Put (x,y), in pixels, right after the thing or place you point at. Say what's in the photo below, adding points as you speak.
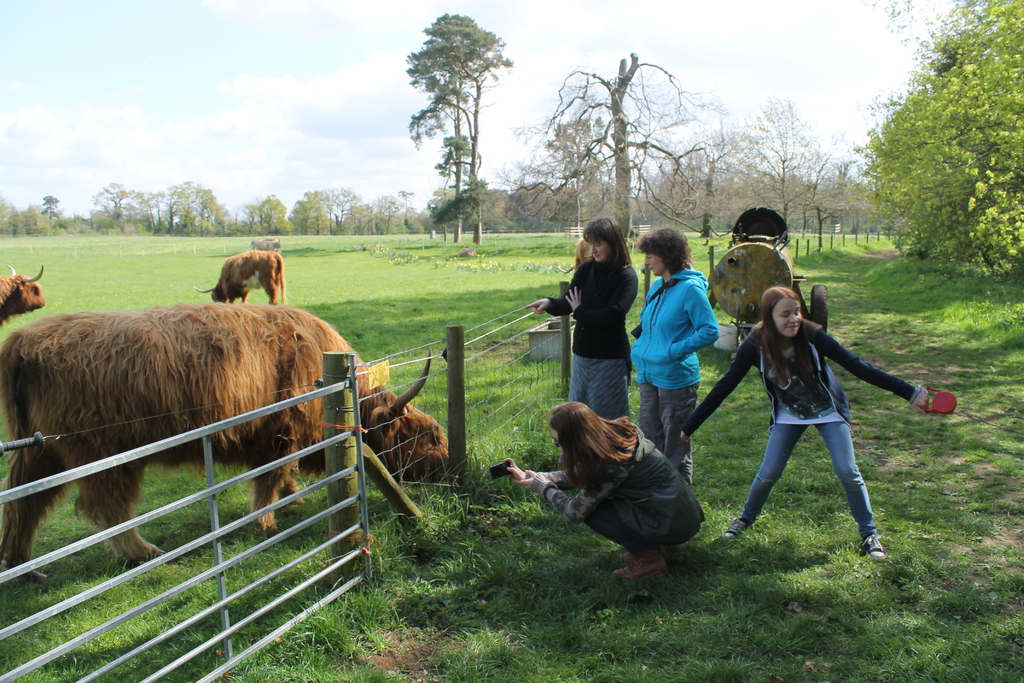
In this image I can see four people (684,348) and one person (609,475) is holding camera (495,473). In front (163,386) I can see animals (187,332) which are in brown color. I can see a fencing (265,469) and machine (732,280). Back I can see trees (590,176). The sky (264,95) is in white and blue color.
